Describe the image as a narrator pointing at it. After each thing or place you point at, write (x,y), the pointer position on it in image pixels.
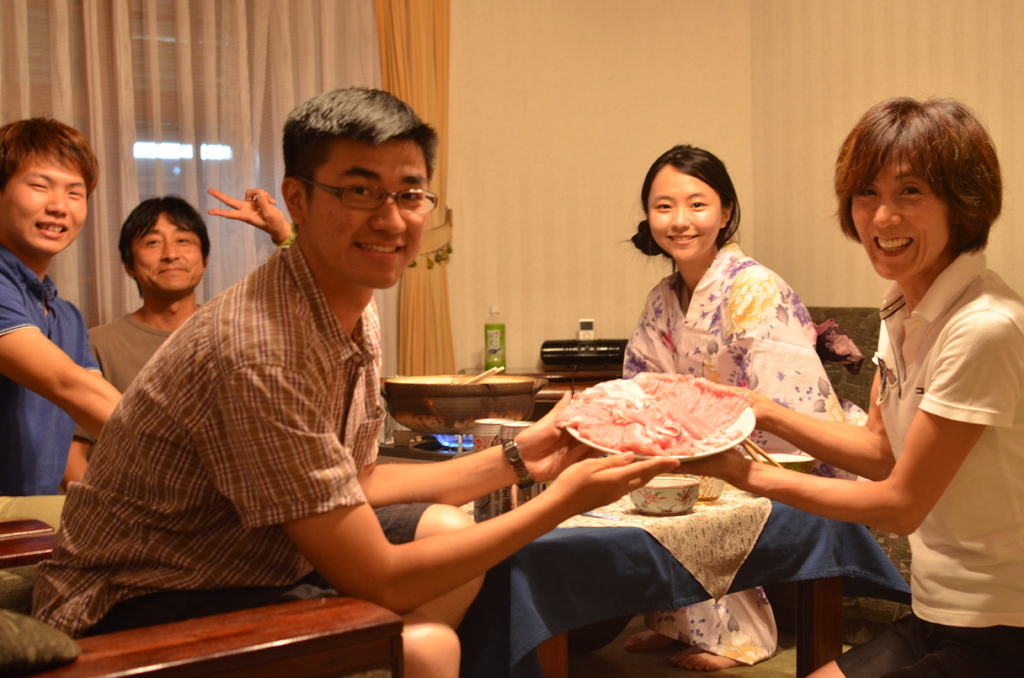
In this image there are some people (1023,349) sitting on chairs (851,310), and in the foreground (363,464) there are two people (374,426) who are holding a plate (676,445). And in the plate (686,407) there is meat (686,407) and there is one table (561,577) in the center (451,442), on the table (686,509) there are some bowls (645,513), stove (453,445). On the stove (440,435) there is one pan (526,395) and there are some utensils (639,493), and in the background (549,211) there is wall (810,86), curtains (156,165), window (186,151), lights (179,153) and some objects (592,336). At the bottom (765,666) there is floor (772,664).
